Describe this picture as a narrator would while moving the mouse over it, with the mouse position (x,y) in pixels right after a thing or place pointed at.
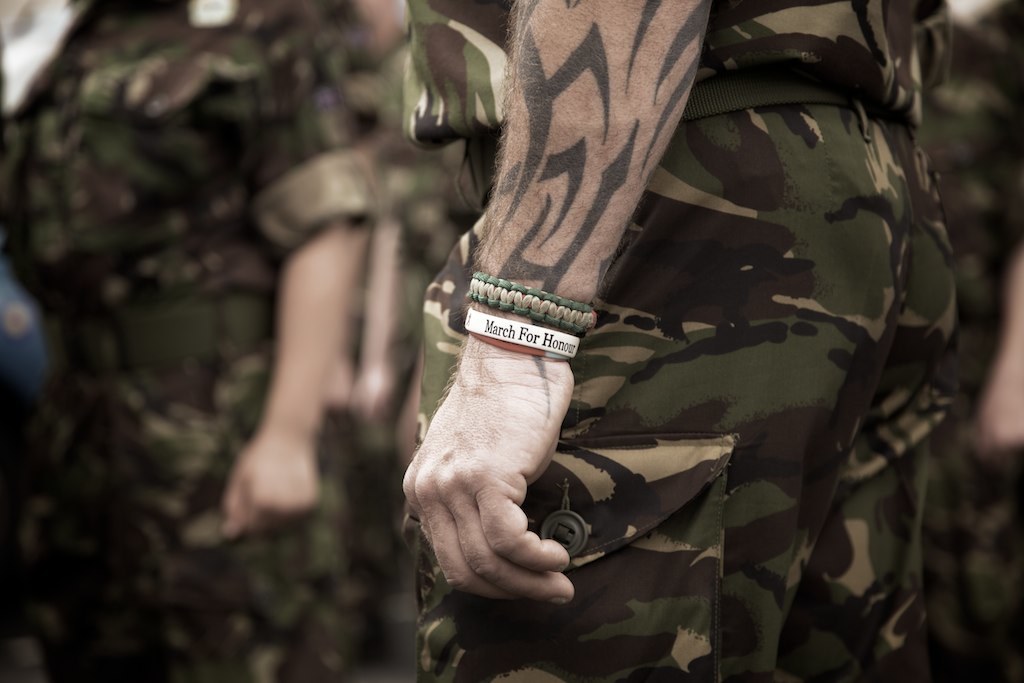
In this image we can see group of persons (709,224) wearing military uniforms (599,426). One person (612,226) is wearing bands (540,296) on his hand (490,367).
